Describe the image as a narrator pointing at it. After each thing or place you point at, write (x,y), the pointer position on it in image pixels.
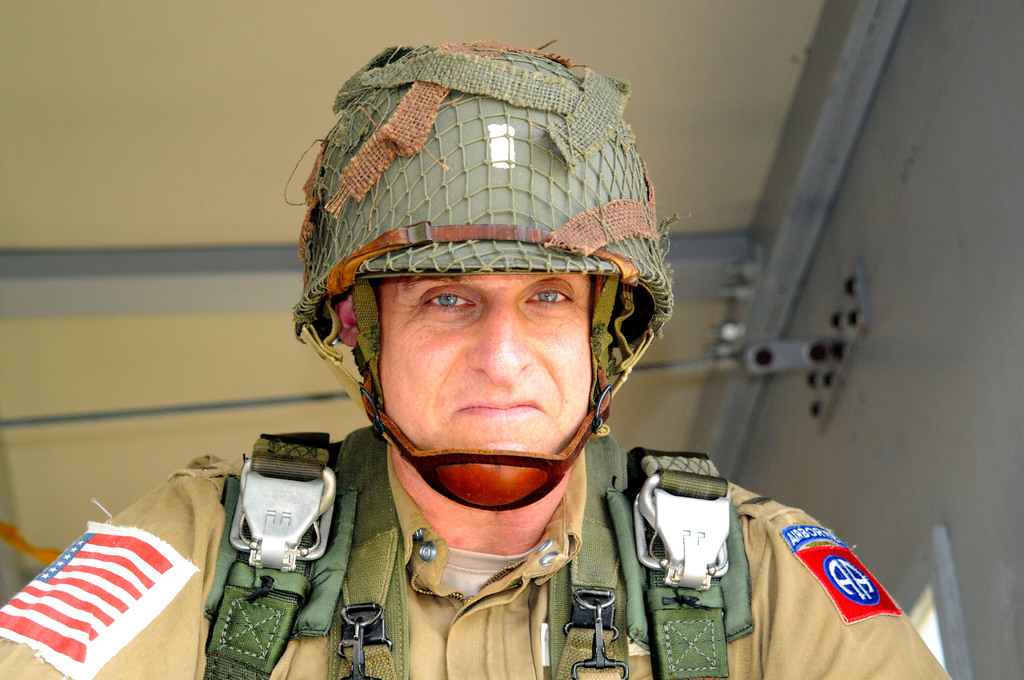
In this image we can see a man (543,513) wearing a helmet (540,468). On the backside (244,192) we can see a wall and a roof (244,192).
